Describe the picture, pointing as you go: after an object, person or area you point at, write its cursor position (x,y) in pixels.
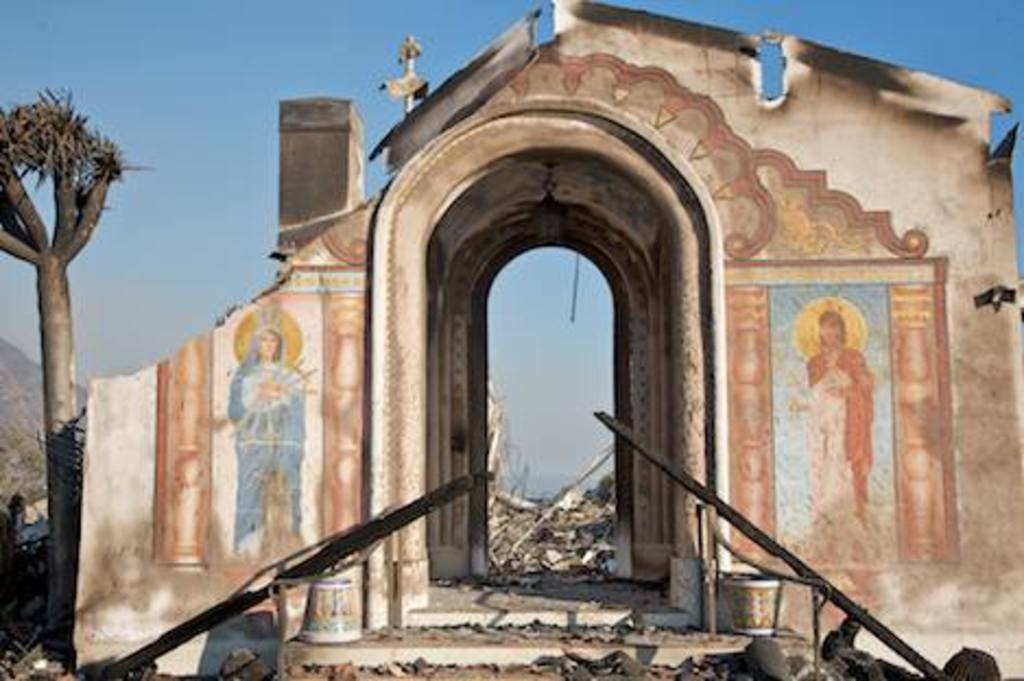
This picture is clicked outside. In the foreground (304,576) we can see the objects (747,535) placed on the ground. In the center (380,278) we can see an object (843,304) seems to be the house (645,308) and we can see the pictures (856,387) of some persons (823,385) on the wall (803,368) of the house (242,371). On the left corner (64,555) we can see the tree (54,153). In the background (159,123) there is a sky (138,126) and we can see the hills (31,381) and many other objects (8,535).
